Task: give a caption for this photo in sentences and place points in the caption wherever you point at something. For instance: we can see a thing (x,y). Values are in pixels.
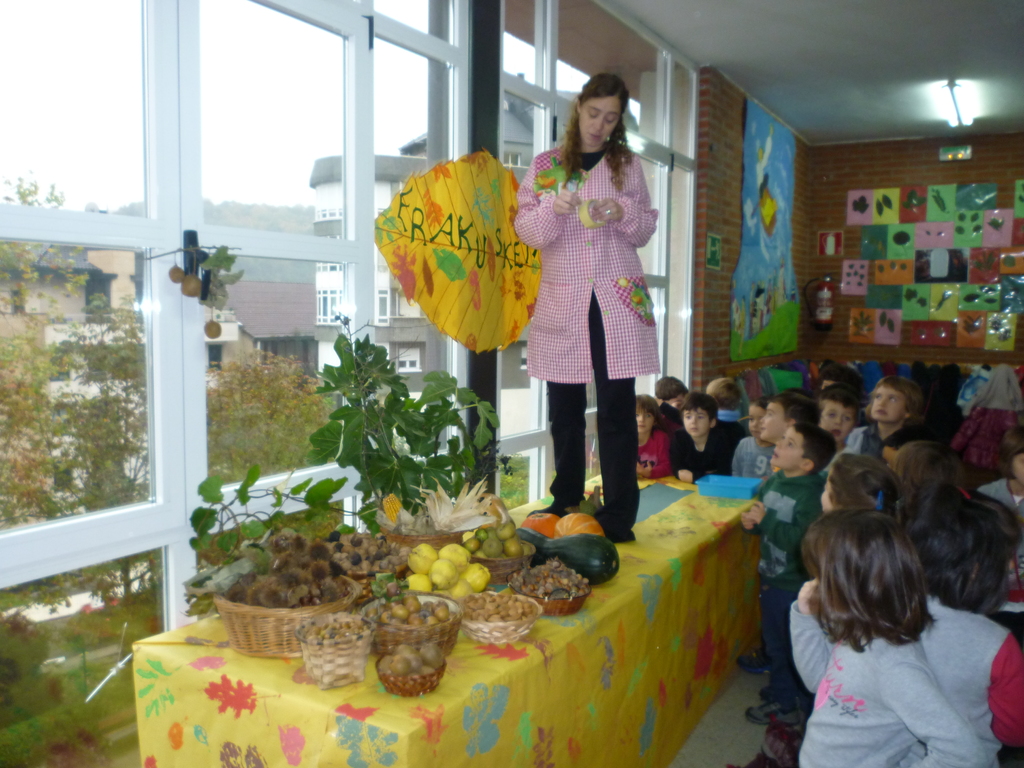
Towards right (767,438) we can see kids (886,432), posters (900,282), wall (841,261), fire extinguisher (830,286), light (959,113), ceiling (928,116) and a object (987,407) looking like cloth (1001,413). In the middle of the picture (391,271) we can see baskets (501,558), fruits (418,582), woman (578,236), windows (265,250), door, poster (453,290), table (564,654) and plant (387,456). On the left (244,312) there are buildings (224,338), trees (108,380), plants (74,626) and grass (103,675). At the top left (259,85) it is sky (210,106).
